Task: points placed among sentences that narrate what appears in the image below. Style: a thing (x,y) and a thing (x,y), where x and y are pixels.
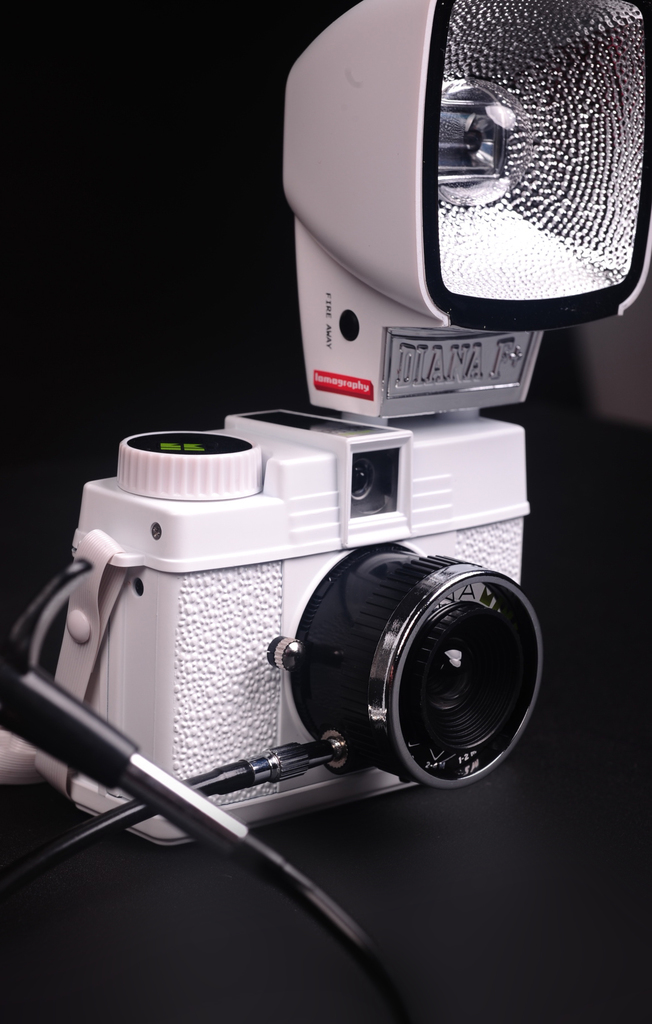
In this picture we can see a camera (280,419) and dark background (195,178).
